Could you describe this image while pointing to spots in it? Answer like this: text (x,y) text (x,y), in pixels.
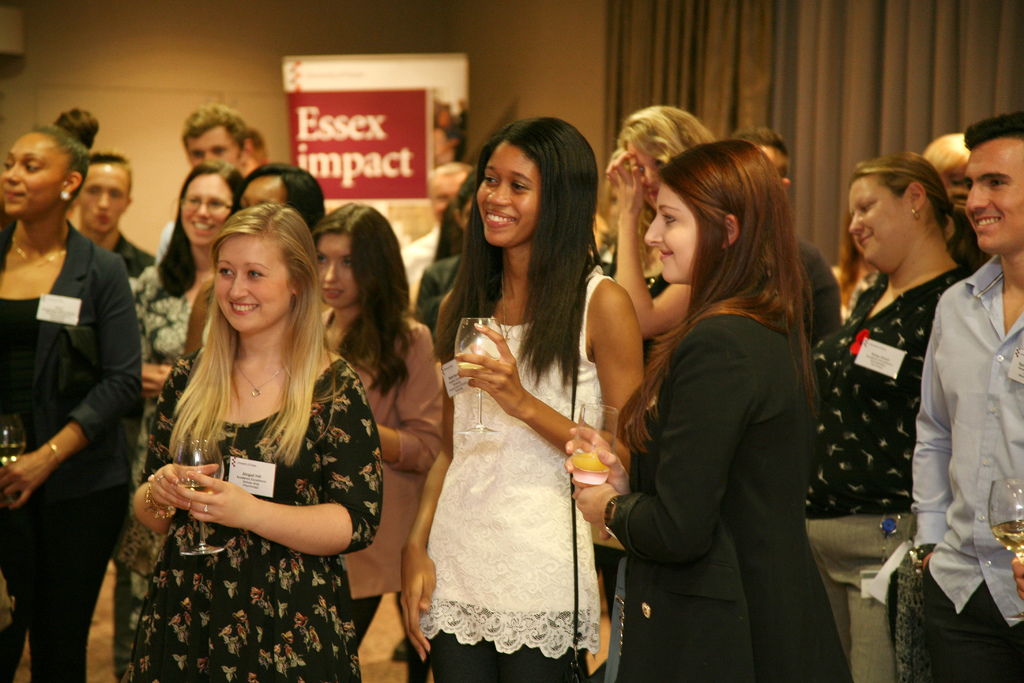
Here we can see people (388,439). Few people (706,642) are holding glasses (1000,492) and smiling. Background (853,125) there is a curtain (696,31), wall (349,11) and board (364,145).
